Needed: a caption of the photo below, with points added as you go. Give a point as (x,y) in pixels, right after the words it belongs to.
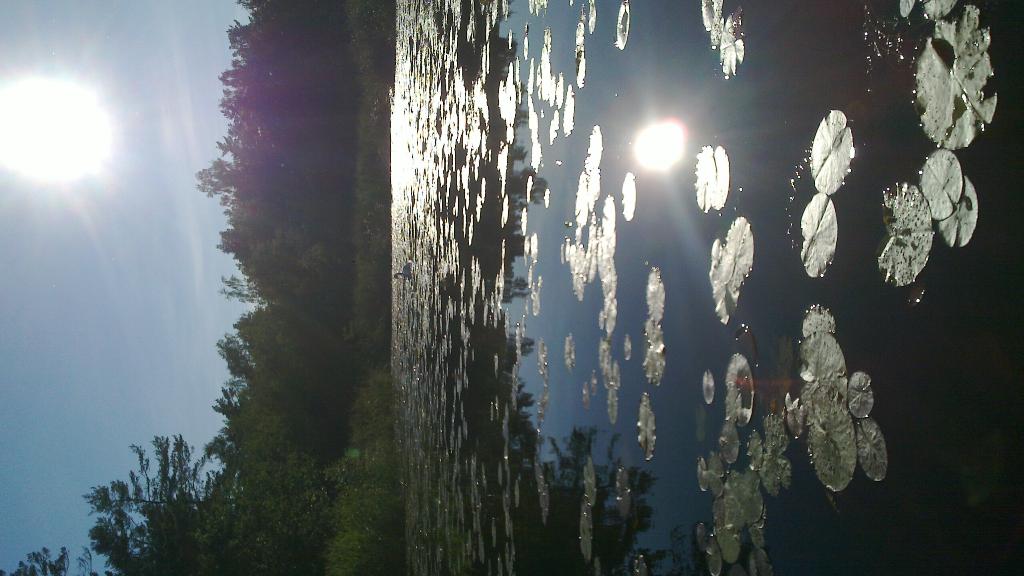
This picture is in left side direction. There are trees (295,481). At the top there is sky (135,335) and there is sun (102,115). At the bottom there is water (530,386) and there are leaves (945,33) and there is a swan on the water (541,337). There is reflection (477,224) of sky (647,218), sun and trees (448,350) on the water (419,258).
